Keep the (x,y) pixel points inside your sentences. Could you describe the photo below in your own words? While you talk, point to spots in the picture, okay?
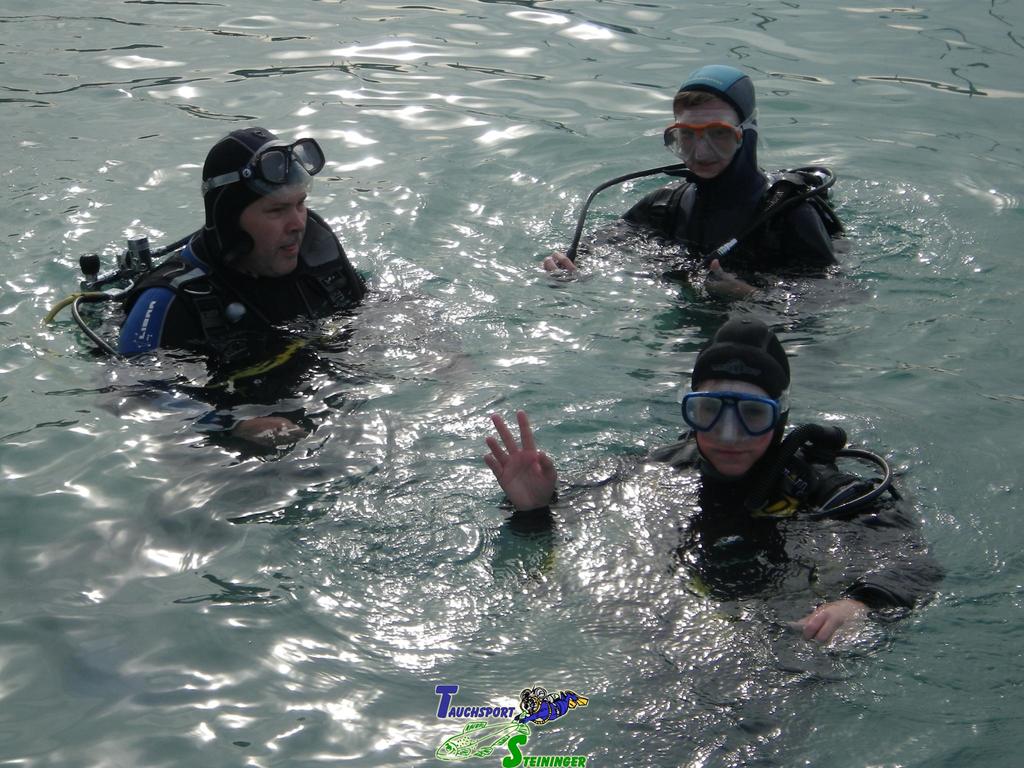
In this picture we can see three people (702,258) wearing swimming goggles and other objects (793,448). These three people (157,280) are visible in the water (594,614). We can see some text (578,765) and an image of a person (533,715) in swimming costume (527,720) at the bottom of the picture (555,712).
